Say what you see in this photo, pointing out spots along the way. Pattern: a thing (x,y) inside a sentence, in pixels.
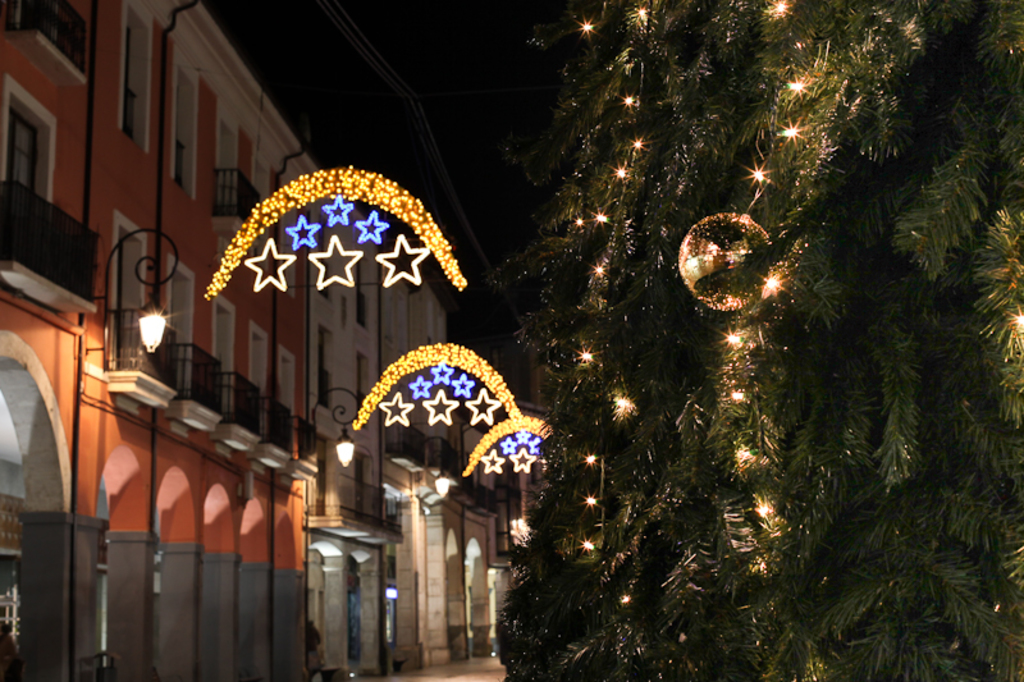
There is tree (737,425) decorated with lights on the right side of this image (756,296). There are some buildings (271,471) on the left side of this image (256,465). There is a decoration (328,194) of lights (254,226) as we can see in the middle of this image (411,368).
